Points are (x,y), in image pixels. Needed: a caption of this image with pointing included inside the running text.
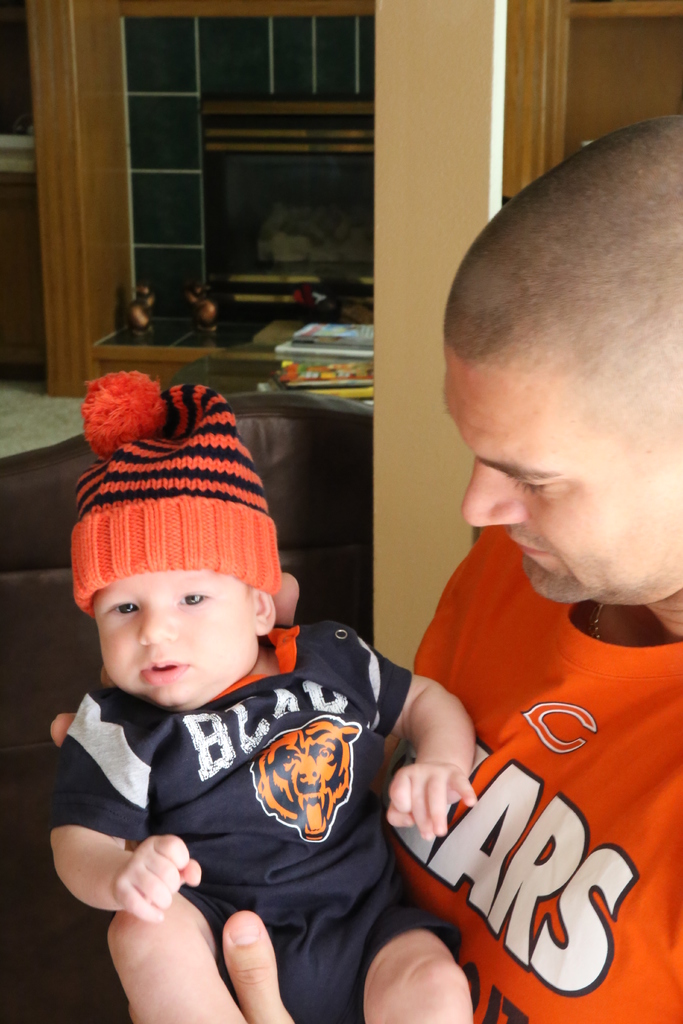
In this image I can see a man (483,252) is holding the baby (342,871) in his hands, he wore orange color t-shirt (640,842). This baby (279,845) wore black color t-shirt (311,847) and orange color cap (241,568).
